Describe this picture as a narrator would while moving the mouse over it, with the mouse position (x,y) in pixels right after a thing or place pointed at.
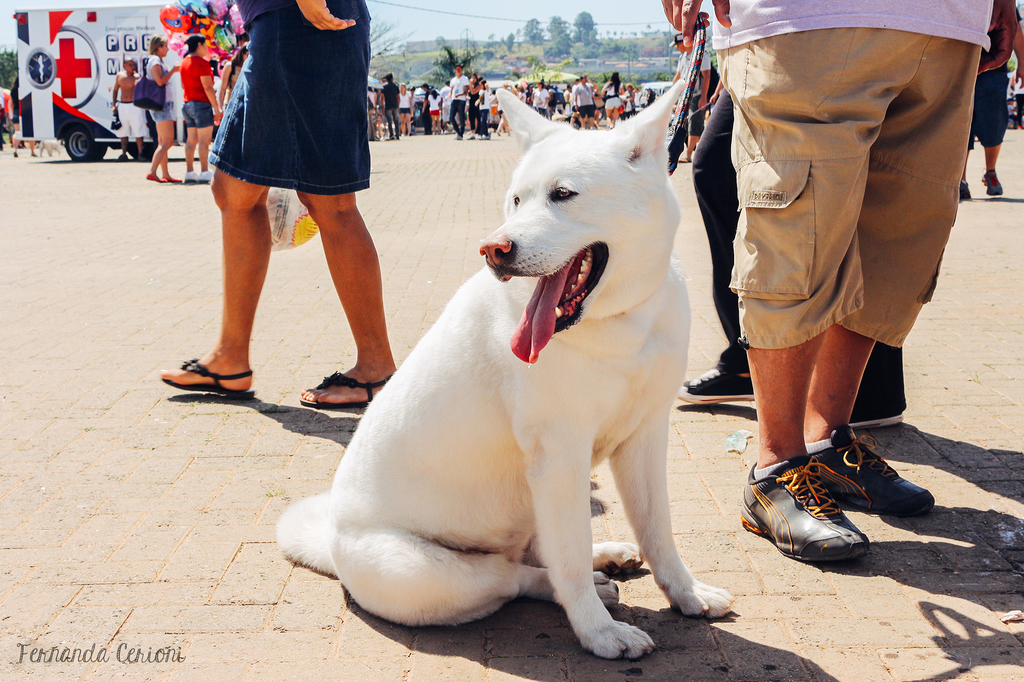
In this image I can see a dog (522,426) is sitting on the ground (226,496) and group of people (436,124) are walking on the street (436,208).
